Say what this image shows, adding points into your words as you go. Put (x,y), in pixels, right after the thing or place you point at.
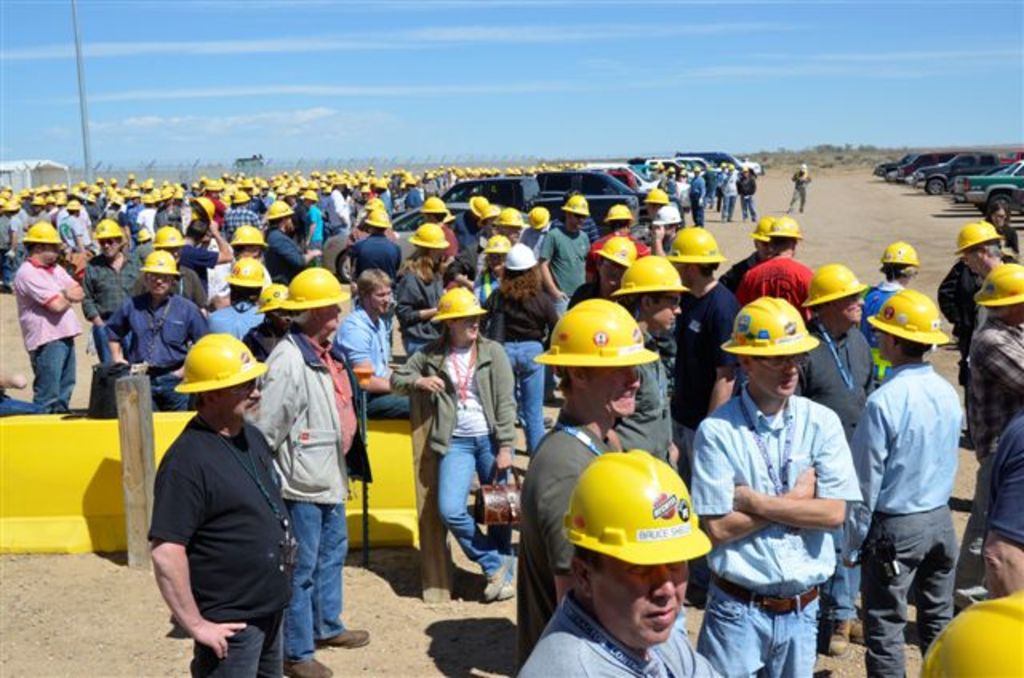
this picture is clicked outside. In the center (434,286) we can see the group of persons (323,310) wearing yellow color helmets (639,282) and we can see the group of vehicles (963,185) and some other objects (505,508). In the background (422,107) we can see the sky (336,44), metal rod (74,3) and some other objects (25,171).
